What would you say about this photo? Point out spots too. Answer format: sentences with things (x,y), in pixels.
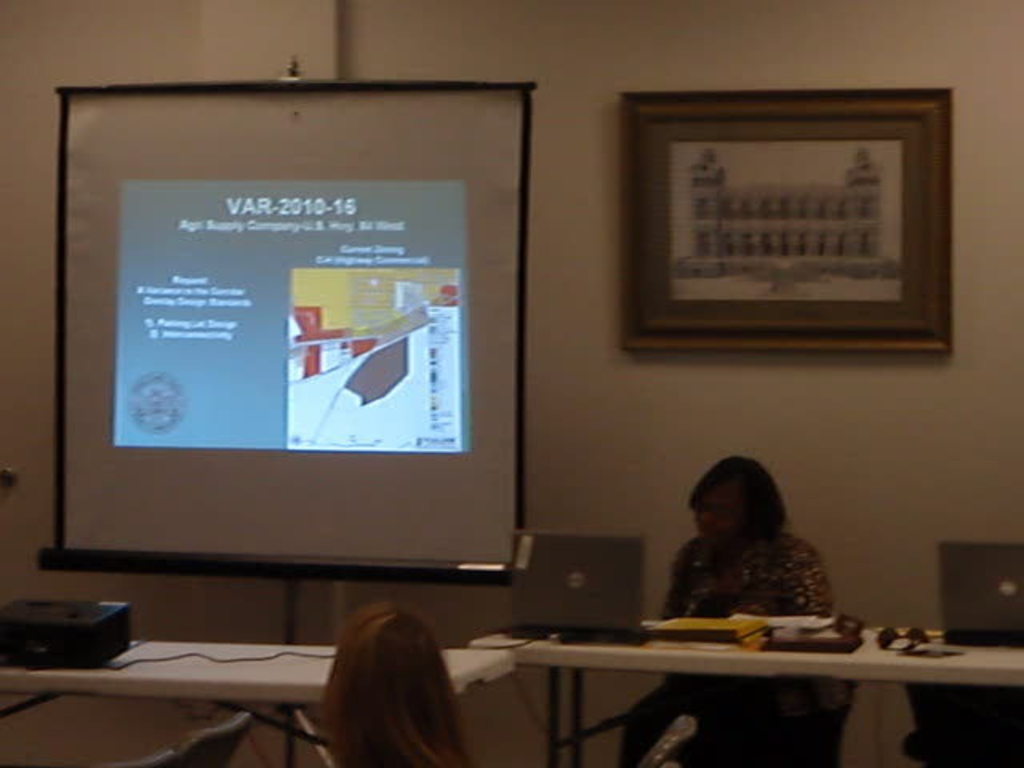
At the bottom of the image (302,679) there are tables (490,643). On the tables (314,663) we can see projector (104,634), laptops (537,631) and some objects (830,630) are there. A person (712,596) is sitting on a chair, we can see a person head (408,677). In the background of the image (438,347) we can see screen (409,298), photo frame (664,230), wall (619,196) are there.
